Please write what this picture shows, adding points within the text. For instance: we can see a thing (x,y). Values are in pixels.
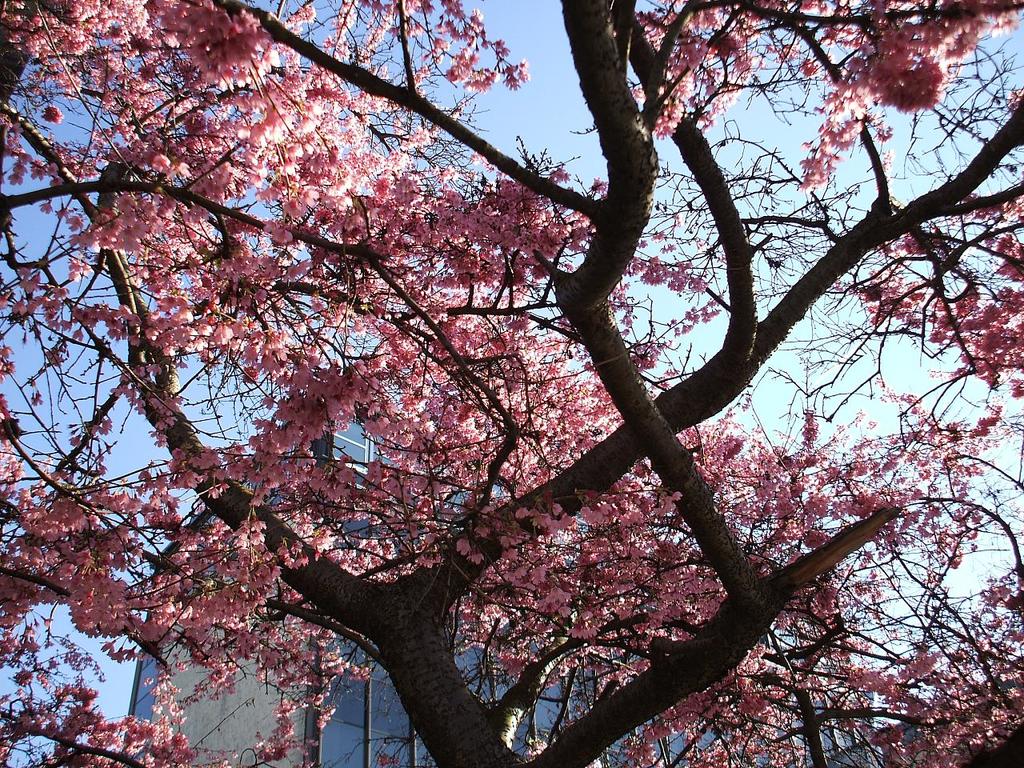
In this picture we can see trees (395,490) with flowers (213,552) and in the background (222,719) we can see a building (352,649) and the sky (520,14).
